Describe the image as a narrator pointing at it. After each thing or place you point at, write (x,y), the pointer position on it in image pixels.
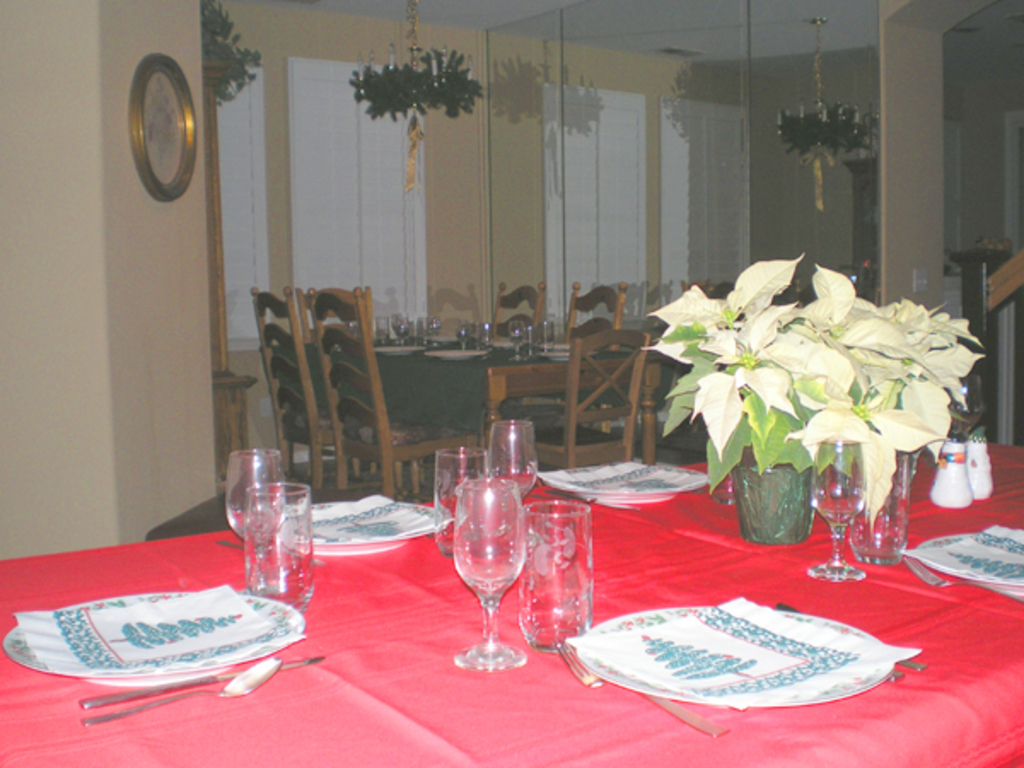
In this picture we can see the platform (445,740), on this platform (464,724) we can see a cloth (464,734), plates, tissue papers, glasses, flower vase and forks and in the background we can see a wall (25,191), table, chairs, clock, windows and some objects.
